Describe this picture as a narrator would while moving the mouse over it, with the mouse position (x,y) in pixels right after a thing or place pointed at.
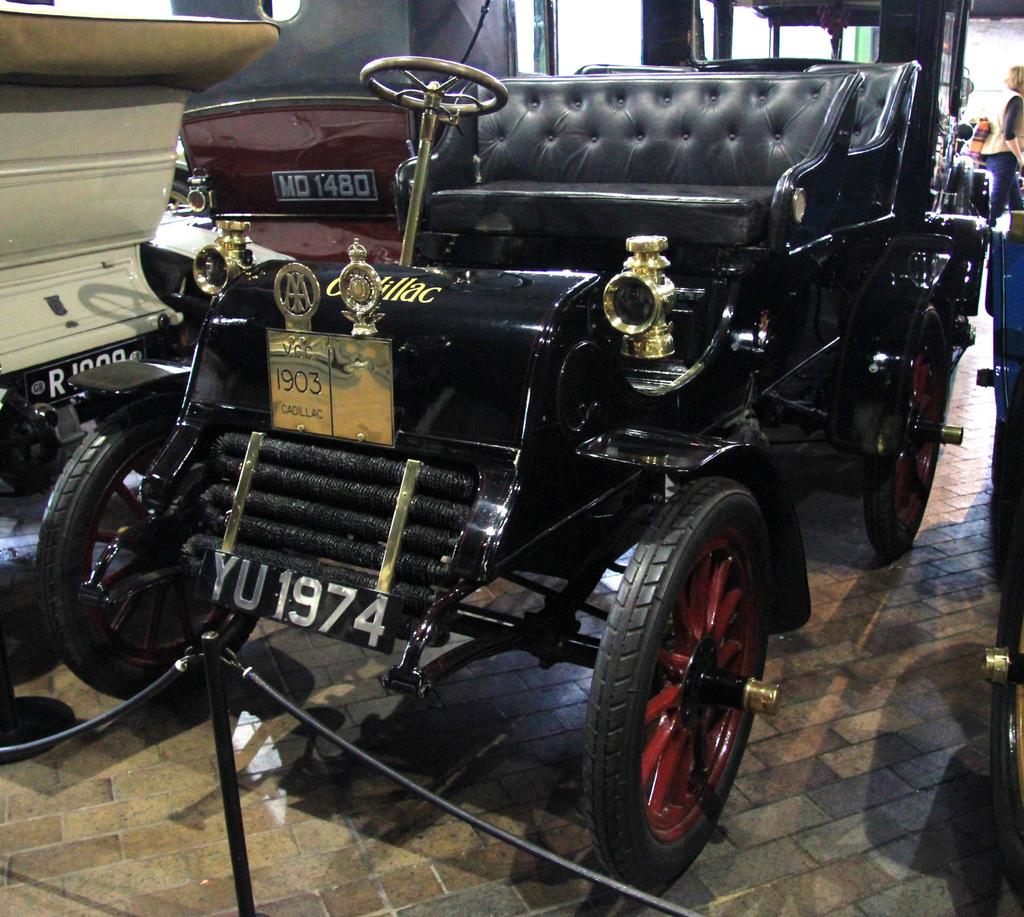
In this picture there is a vehicle (491,376) which is in black color and there are few other vehicles (221,54) beside it and there is a person (996,129) standing in the right top corner (1010,82).
